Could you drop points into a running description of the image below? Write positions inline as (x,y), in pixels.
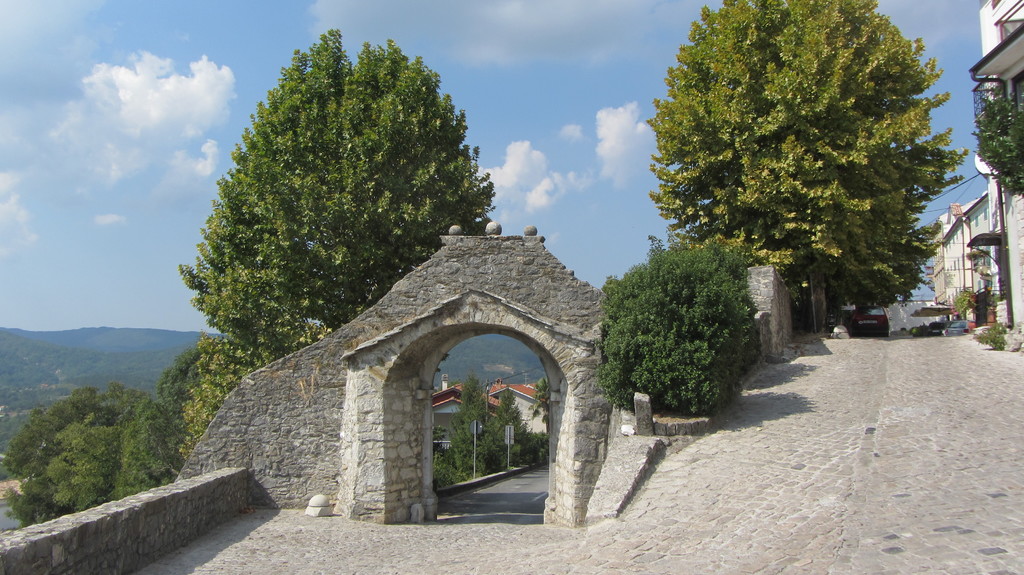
In this image I can see in the middle (506,284) it looks like an arch (578,379) and there are trees (298,312), on the right side (1016,234) there are buildings (976,240). At the top (639,68) it is the cloudy sky (628,70).
